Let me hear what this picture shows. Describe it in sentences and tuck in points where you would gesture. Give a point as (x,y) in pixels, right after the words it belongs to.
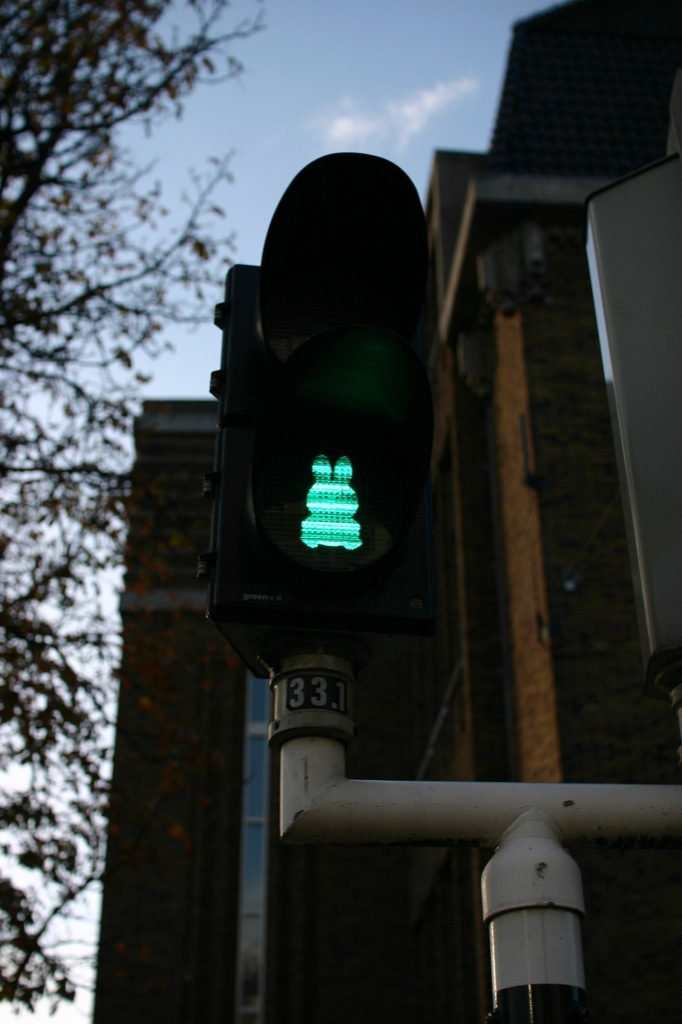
In this picture there is a traffic signal (356,447) which has a green light (345,540) on it is attached to a pole (526,831) below it and there is a building (528,462) behind it and there is a tree (79,397) in the left corner (68,464).
